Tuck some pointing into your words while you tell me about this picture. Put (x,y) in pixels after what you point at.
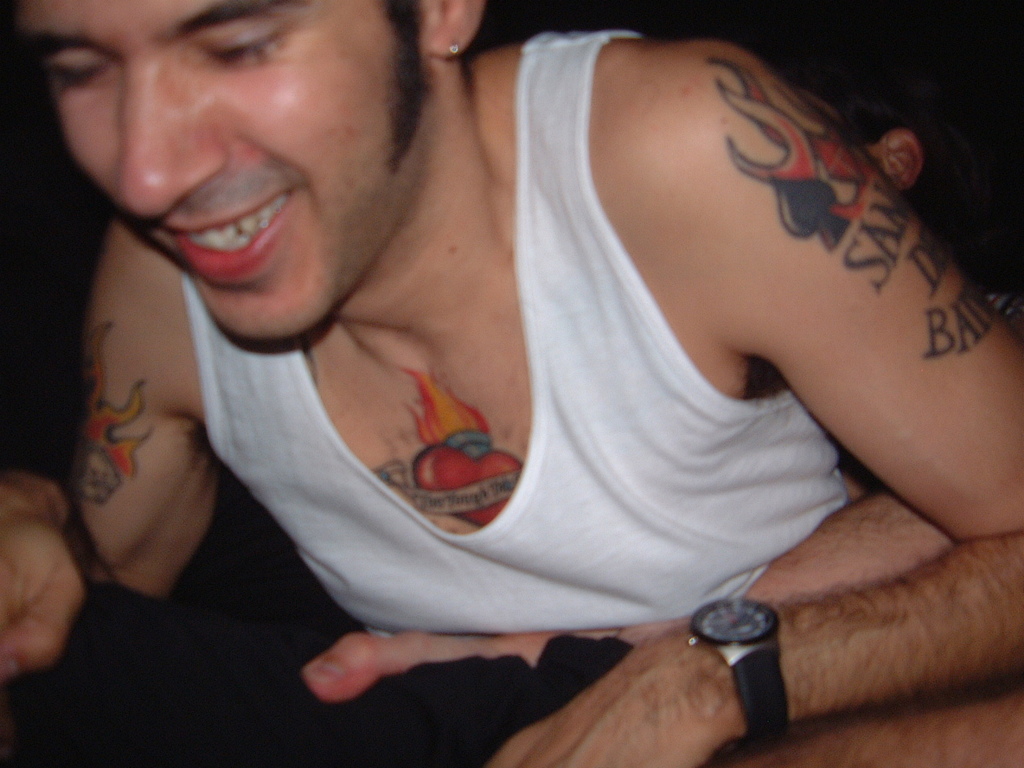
In the image there is a man (644,475) with vest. And on his body (415,377) there are many tattoos (124,472) and he is smiling.
